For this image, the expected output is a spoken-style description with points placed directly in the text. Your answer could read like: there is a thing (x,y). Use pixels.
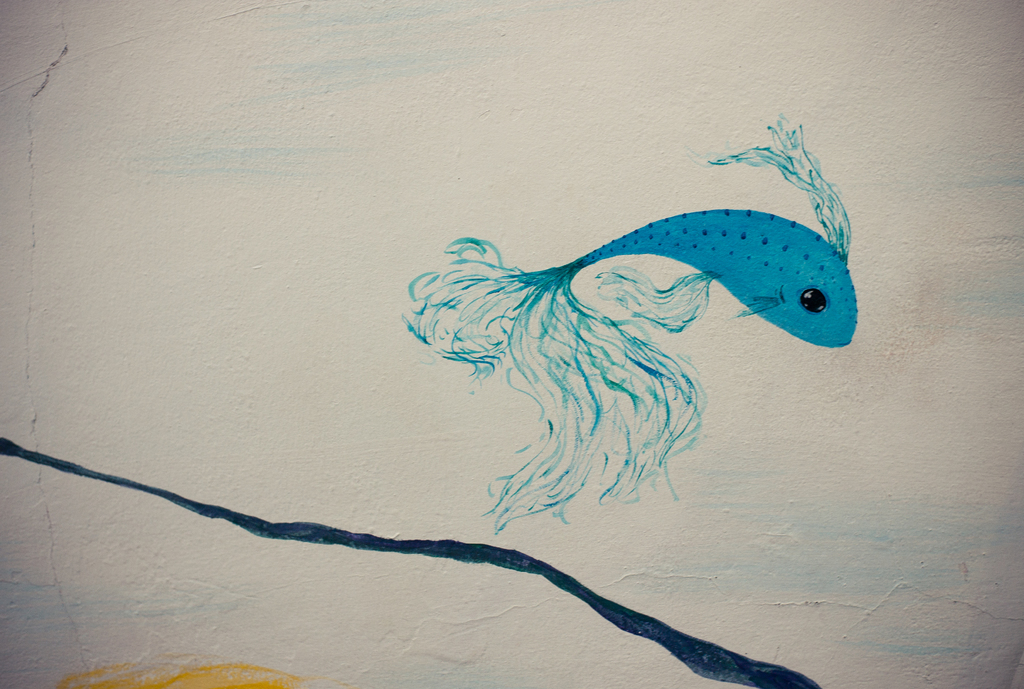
In this image I can see an art of the fish (779,281) which is in blue color. Background (412,86) is in white and yellow color.
